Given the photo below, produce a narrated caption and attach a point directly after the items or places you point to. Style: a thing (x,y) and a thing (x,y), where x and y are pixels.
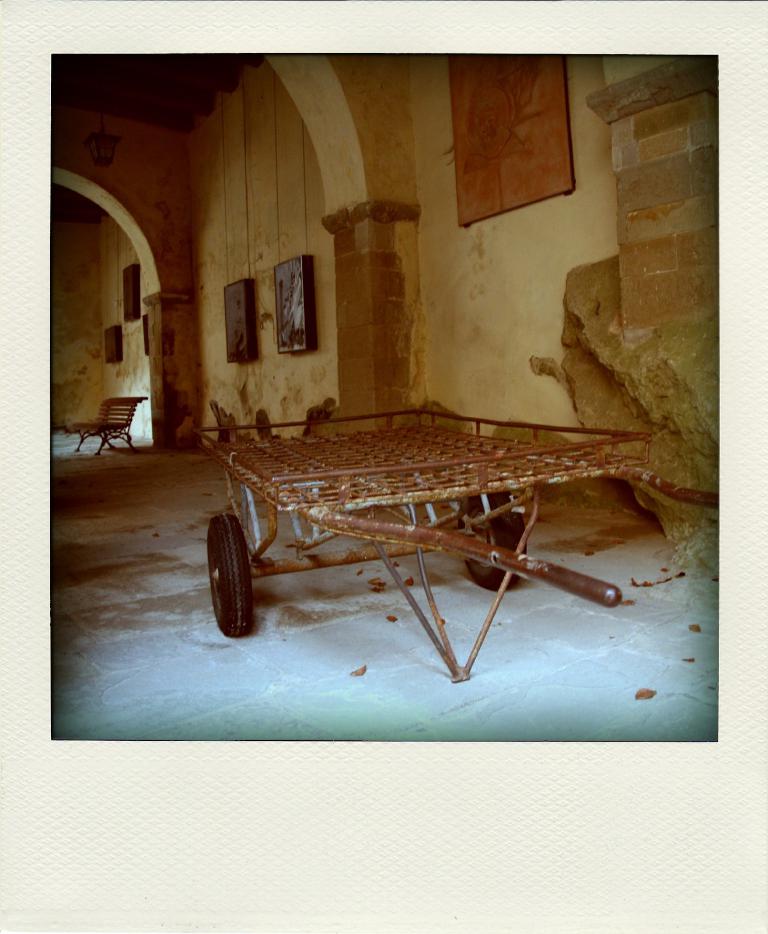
In this image, we can see a two wheel trolley (354,515), we can see a chair (108,432), there is a wall (437,396), we can see some photos (458,95) on the wall (228,244), we can see arches (325,110).
